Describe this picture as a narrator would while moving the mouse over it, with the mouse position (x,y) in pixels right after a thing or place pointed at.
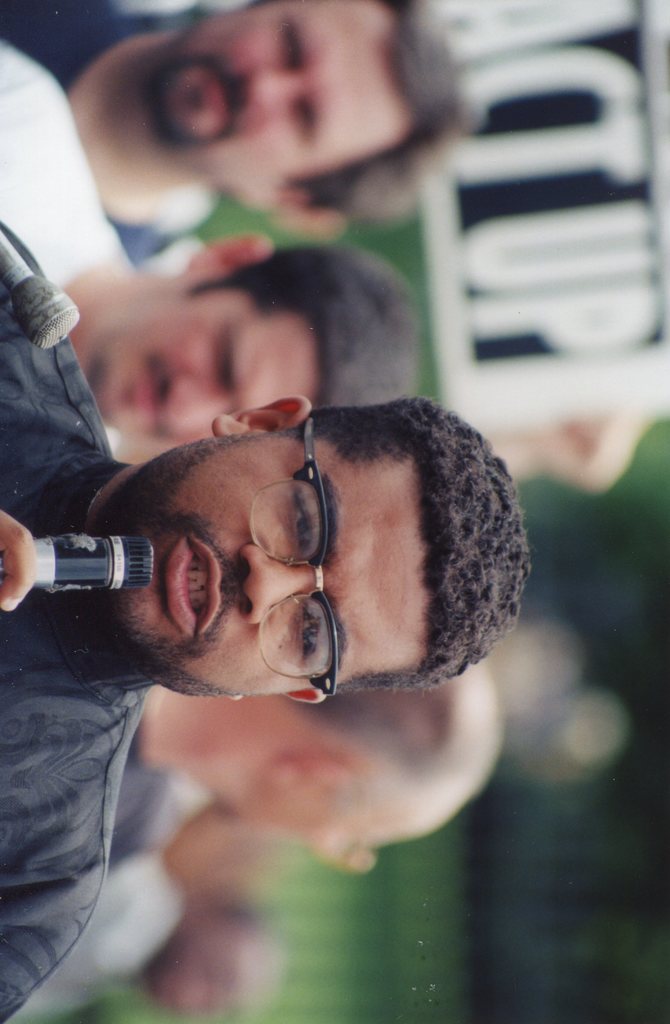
In this image we can see a man (88,669) wearing the glasses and holding the mike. In the background (69,33) we can see the people (300,737) and also the board (531,242).
